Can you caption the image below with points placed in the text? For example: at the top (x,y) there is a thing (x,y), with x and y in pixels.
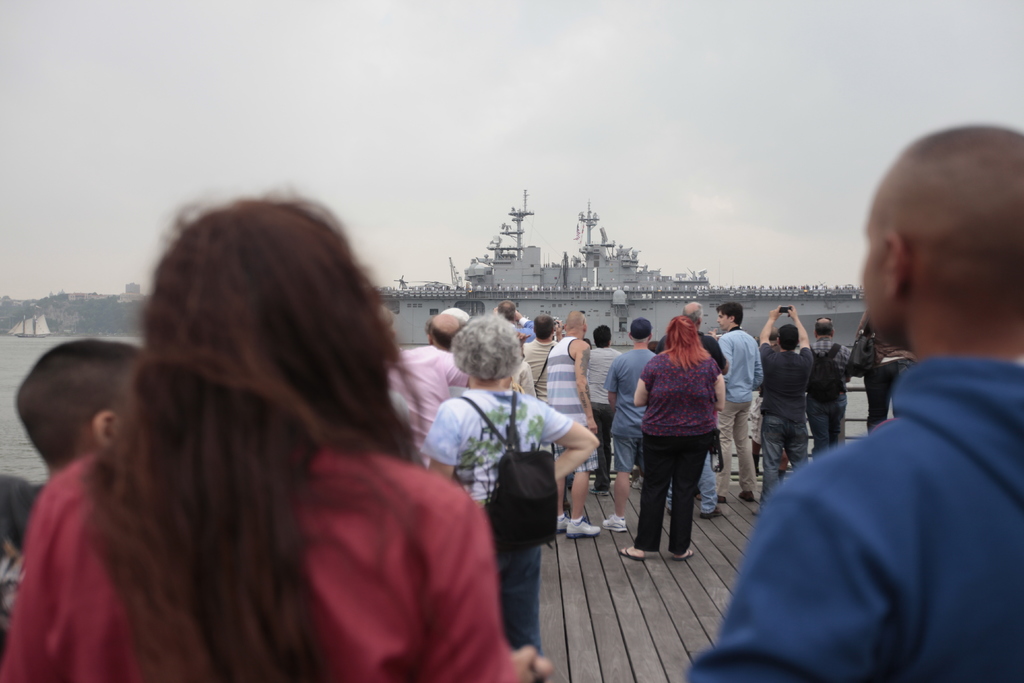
In this image there are group of people (560,479) standing on the wooden floor (661,546) and looking at the ship (579,266) which is in front of them. The ship (554,270) is in the water (7,454). At the top (478,43) there is the sky (478,43). In the background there are buildings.
